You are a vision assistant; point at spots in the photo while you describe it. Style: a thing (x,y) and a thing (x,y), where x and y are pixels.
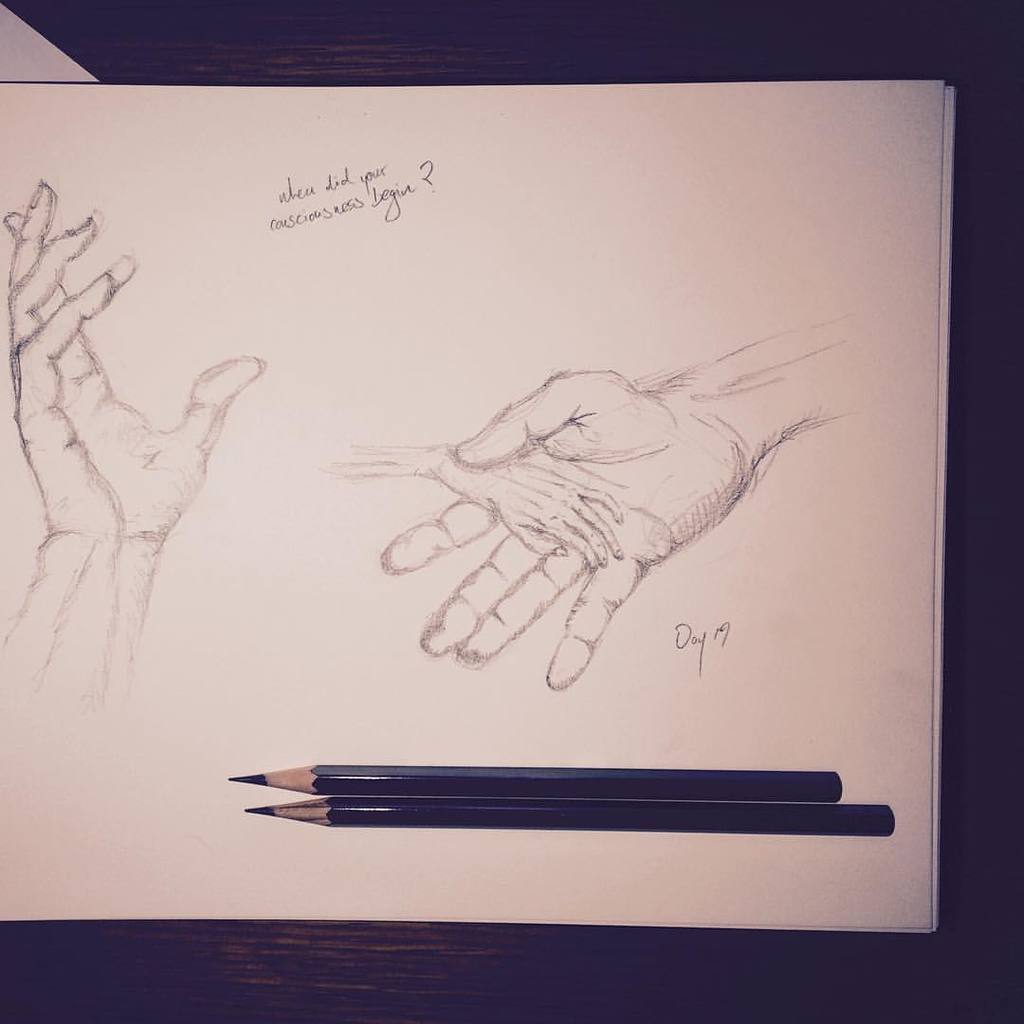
In this image I can see the sketch (197,452) of few human hands (568,530) on the white color paper (353,440) and I can also see two pencils (491,796) and I can see the dark background (489,28).
